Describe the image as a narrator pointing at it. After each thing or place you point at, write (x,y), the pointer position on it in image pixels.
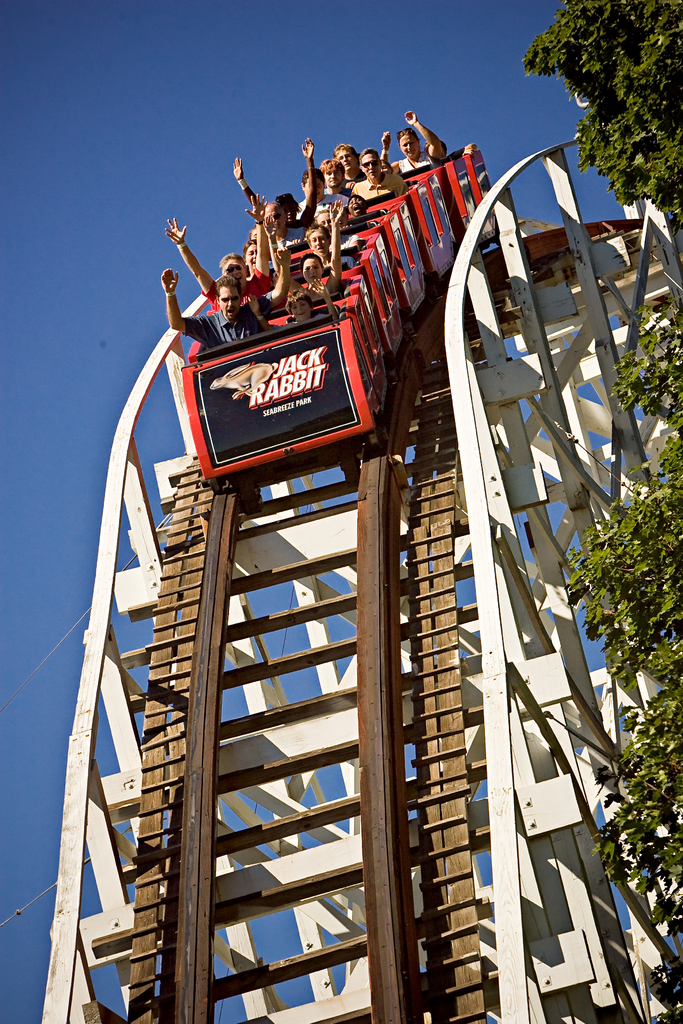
In this image there are people (288,273) in the roller coaster (303,254). On the right side (665,170) there are trees (648,139).
